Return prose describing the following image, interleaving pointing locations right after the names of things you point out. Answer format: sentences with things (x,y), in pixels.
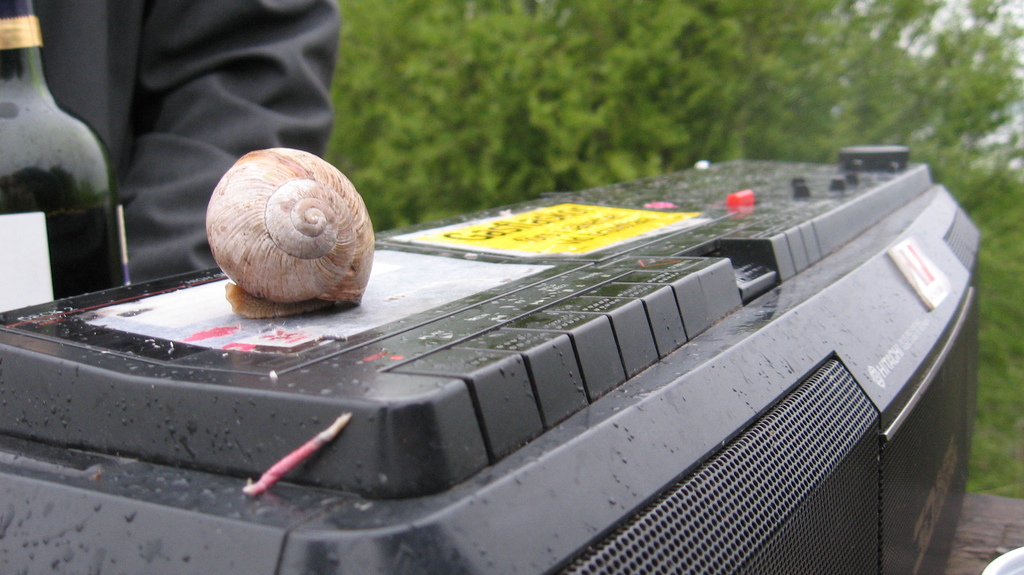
In the center of the image (555,363) there is a shell (311,254) on the tape recorder (672,402). On the left side of the image (113,172) we can see bottle (89,231). In the background (432,160) there are plants (553,100).
